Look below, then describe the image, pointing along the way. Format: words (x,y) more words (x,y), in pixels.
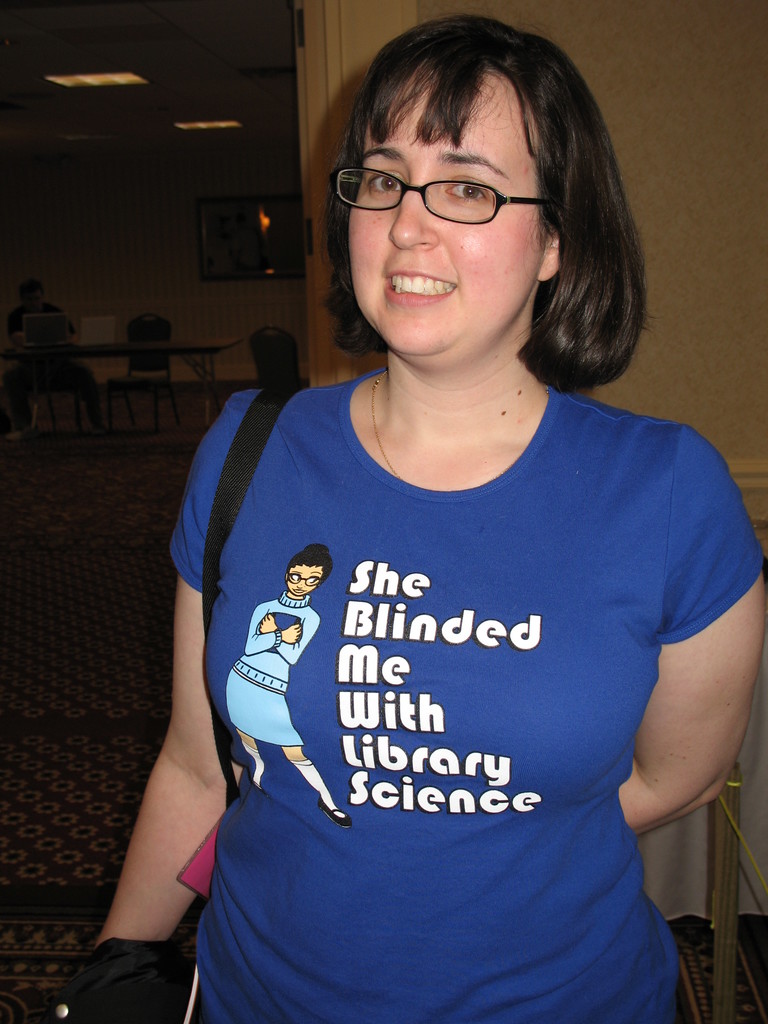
In this picture I can see a woman (413,526), who is standing and I see that she is wearing a blue color t-shirt (398,576) on which something is written and in the background (46,391) I see few chairs (141,379) and a table (111,349) and I see another person (15,379) and I see the lights (181,121) on the ceiling (140,115).
